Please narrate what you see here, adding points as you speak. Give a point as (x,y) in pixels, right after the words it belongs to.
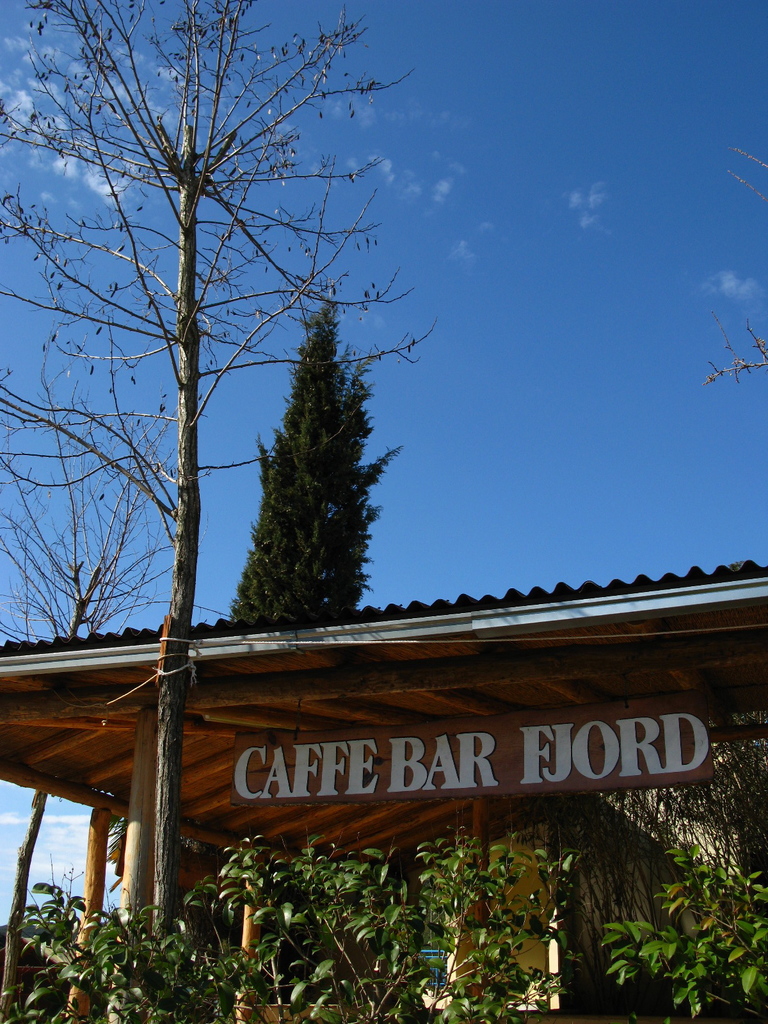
In the picture we can see a coffee shop (69,728) near to it, we can see some plants (495,976) and behind it, we can see a tree (166,791) and in the background (454,337) we can see a sky (489,518) with some clouds (79,848).
